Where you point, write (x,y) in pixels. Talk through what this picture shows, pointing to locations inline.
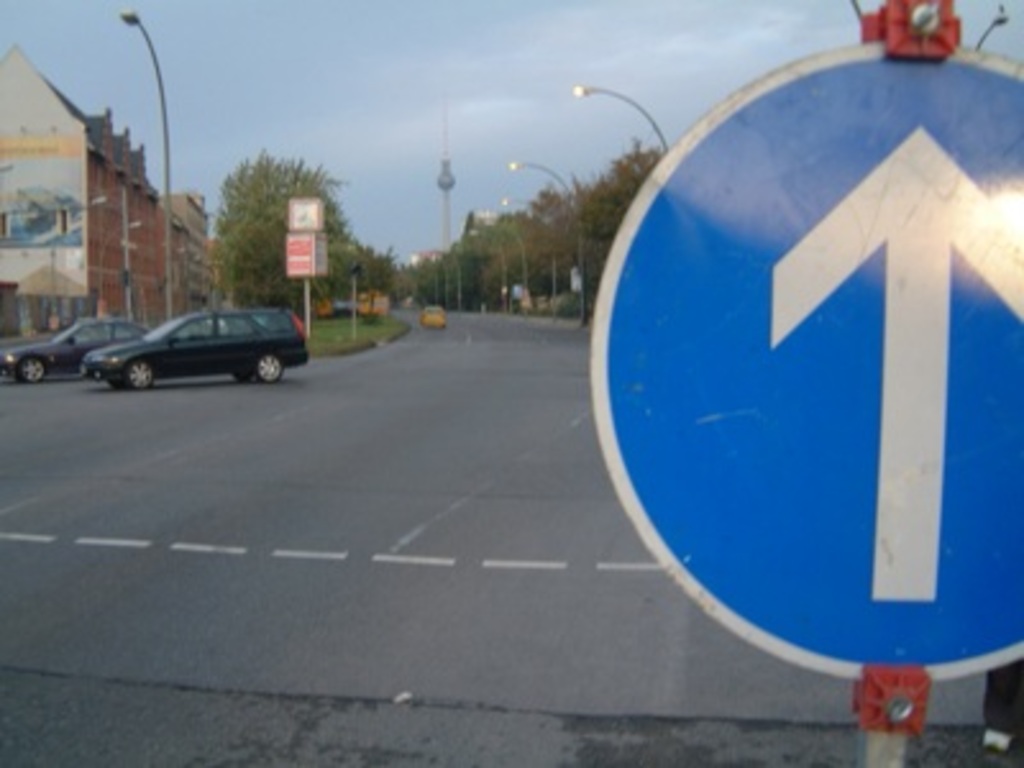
In this image we can see some vehicles (194,361) parked on the ground (436,330). On the left side of the image (167,306) we can see some light poles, buildings (187,264) and some boards (312,223), we can also see a group of trees (462,286) and a signboard (692,209) on a pole (887,731). At the top of the image (558,31) we can see the sky (283,60).
